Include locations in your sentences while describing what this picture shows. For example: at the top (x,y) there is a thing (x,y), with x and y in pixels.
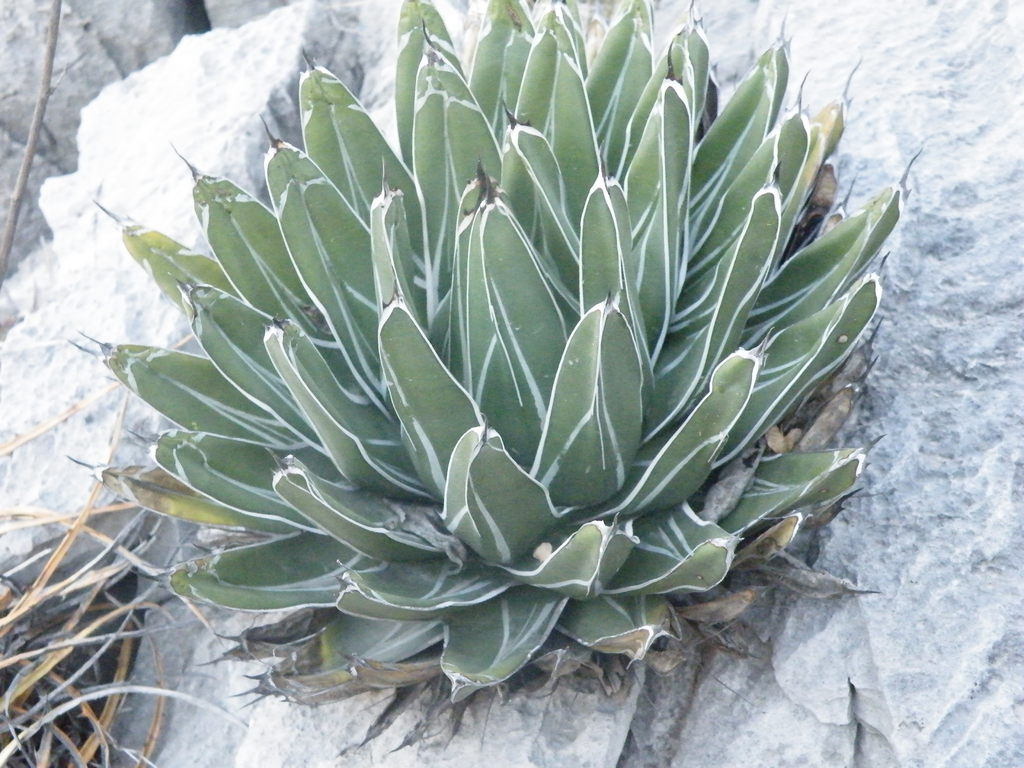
In this picture there is agave plant (562,271) in the center of the image (387,498).
